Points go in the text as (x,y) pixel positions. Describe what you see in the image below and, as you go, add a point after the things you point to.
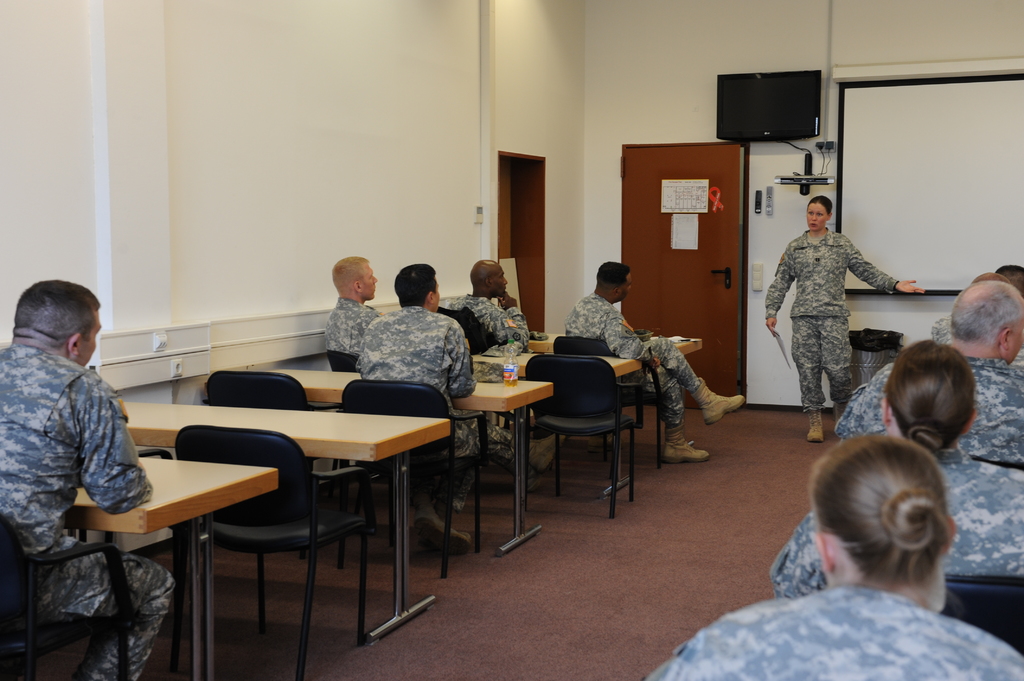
In this image I can see group of people (882,606) sitting, I can also see few chairs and benches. In front the person (834,305) is standing and wearing military dress (828,291), I can also see a projector screen (940,176) and a television (778,111), doors (686,275) in brown color and the wall (517,133) is in white color.
